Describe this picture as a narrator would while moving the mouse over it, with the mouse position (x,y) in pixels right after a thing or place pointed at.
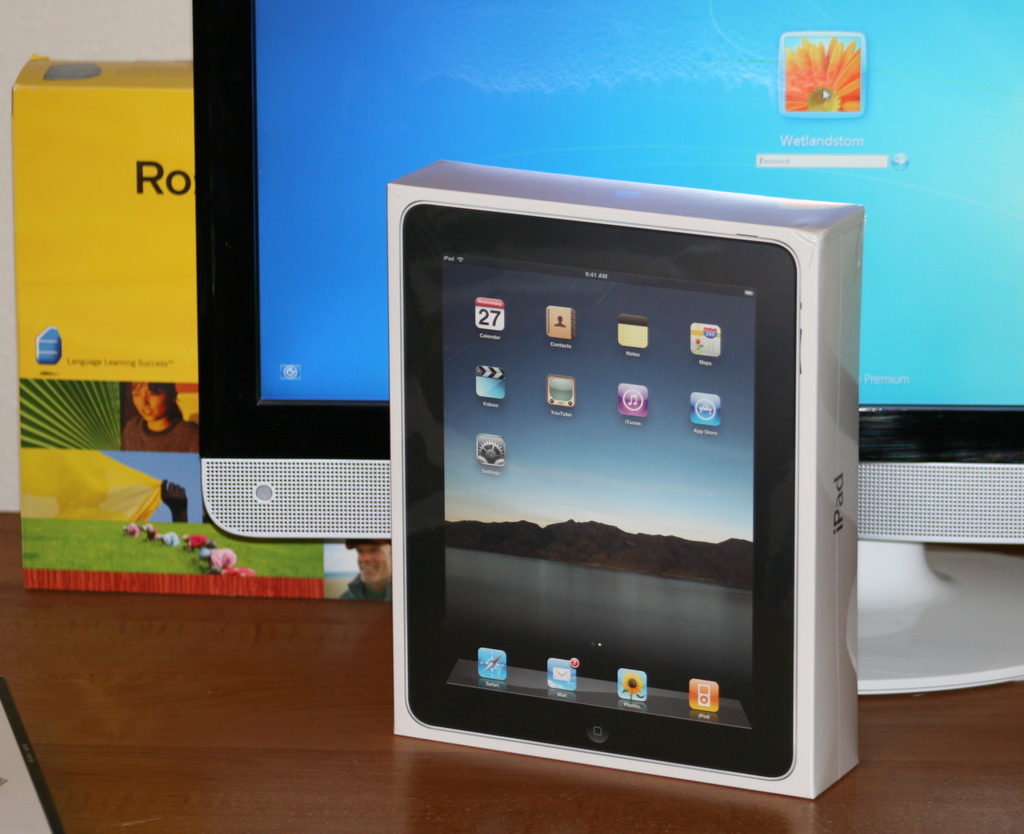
In the image there is a gadget box (788,229) and behind the box (720,482) there is a monitor (380,493), behind the monitor (200,87) there is other object (59,352), all these things (558,582) are on a table (308,616).
